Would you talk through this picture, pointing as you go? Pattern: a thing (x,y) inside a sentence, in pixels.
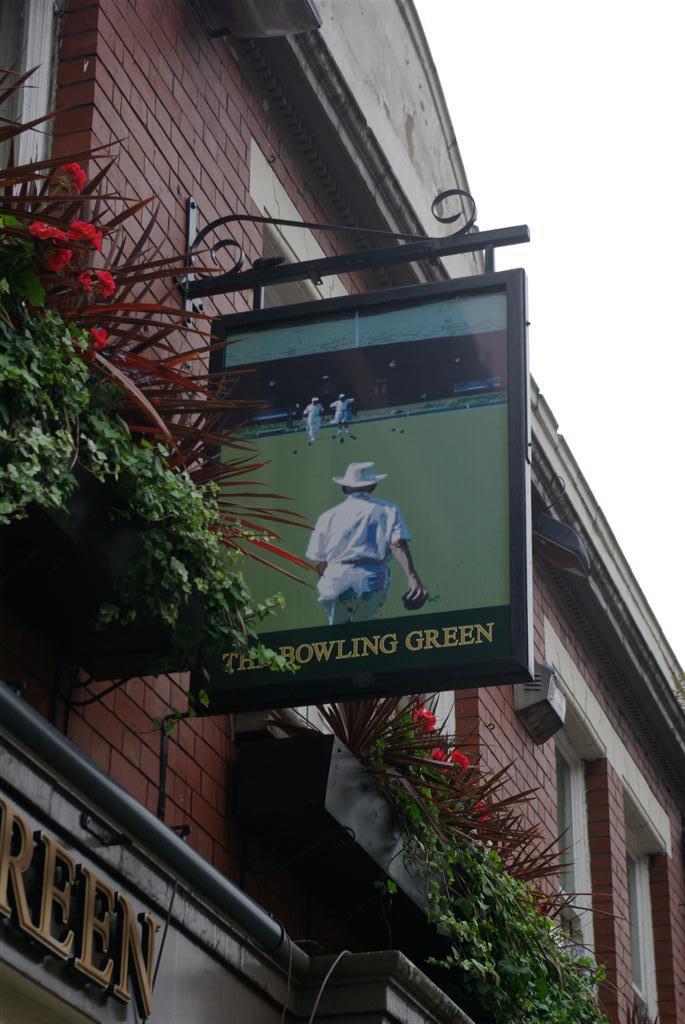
In the picture we can see a part of the building wall (255,875) with windows (577,780) and some plants (483,872) with flowers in it and we can see a board (427,570) is fixed to the wall (469,714) with a photograph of some people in a sportswear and on the top of the building (27,1006) we can see a part of the sky (615,128).
